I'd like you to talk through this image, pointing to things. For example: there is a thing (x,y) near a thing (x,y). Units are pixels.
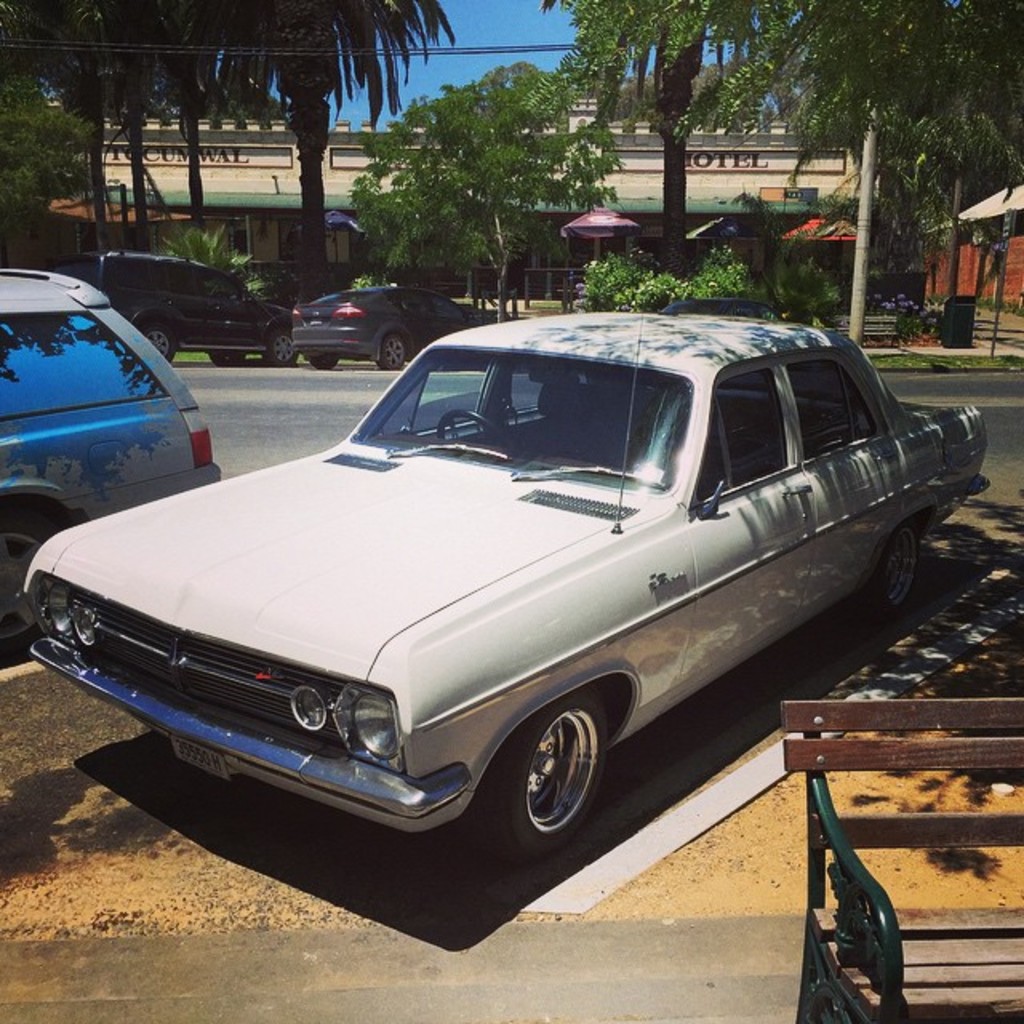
there is a car (488,525). in front of it there is a wooden bench (914,954). behind that there is a road (269,376) and trees (506,150). behind the trees (68,25) there is a building (171,198).
